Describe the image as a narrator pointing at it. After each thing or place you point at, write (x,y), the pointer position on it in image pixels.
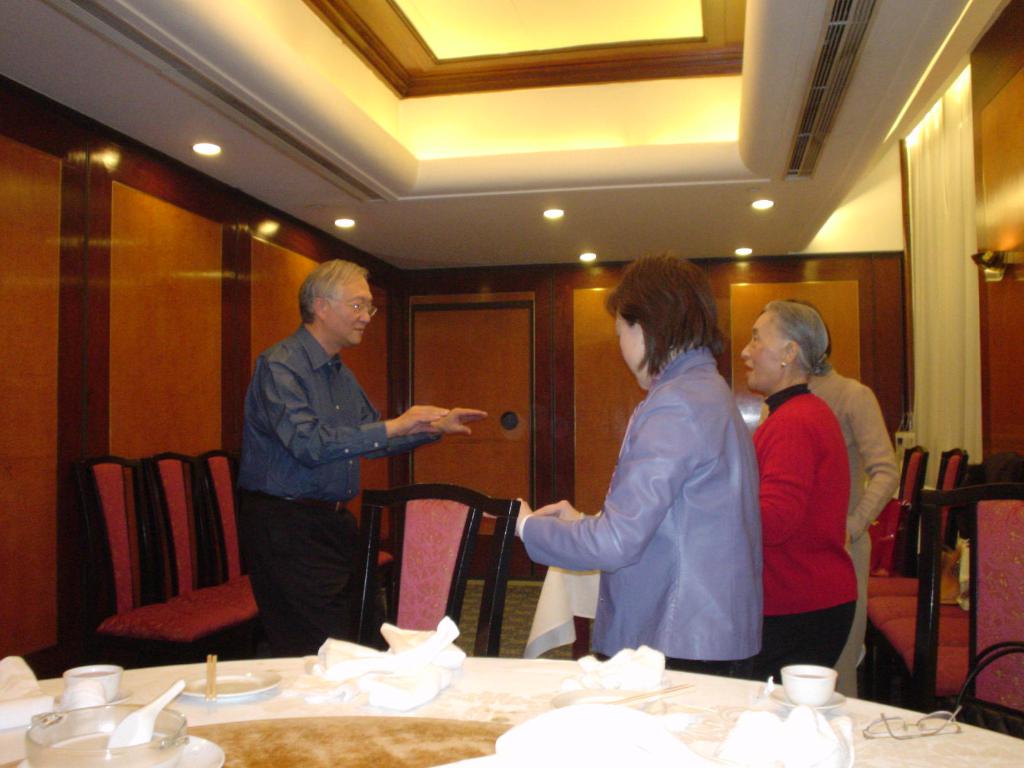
In this picture we can see four people (319,304) one man (370,321) is talking with three people (774,452), they are in the room (432,505), in front of them we can find a plate (201,692), bowls (55,736), cups (813,706), spectacles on the table (285,697), and also we can find couple of chairs (200,469) and lights (203,151) in the room (526,385).
